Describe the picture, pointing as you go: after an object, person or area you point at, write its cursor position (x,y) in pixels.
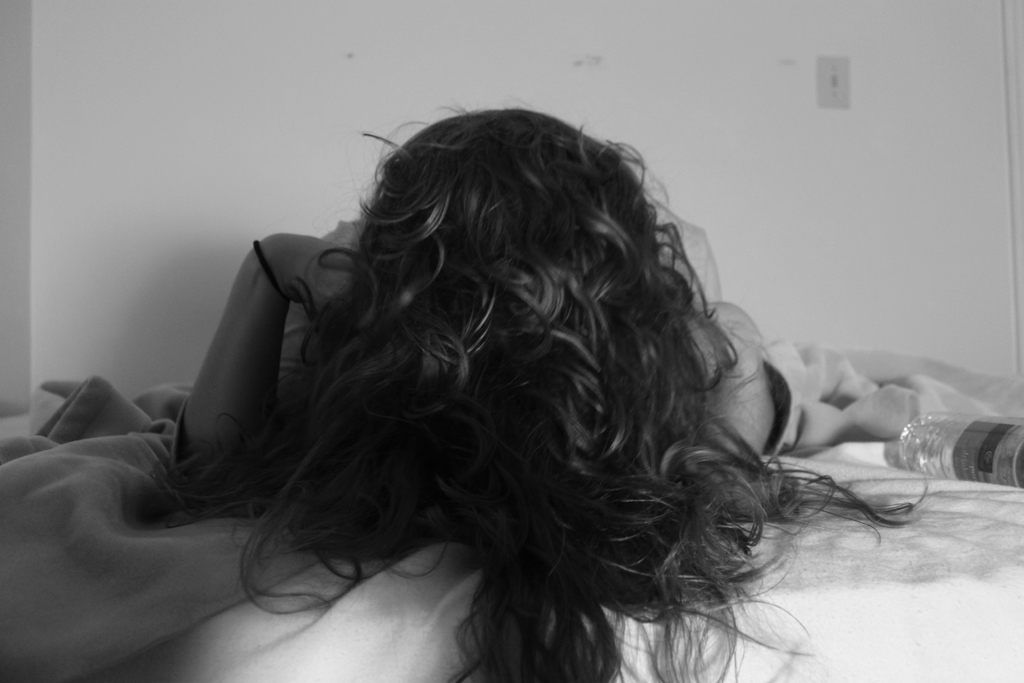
In the center of the image (463,343) a person (493,315) is lying on the bed (899,481). On the right side of the image (991,452) a bottle (945,450) is there. On the left side of the image (104,481) a blanket (112,475) is present. At the top of the image (212,104) wall (227,131) is there.
